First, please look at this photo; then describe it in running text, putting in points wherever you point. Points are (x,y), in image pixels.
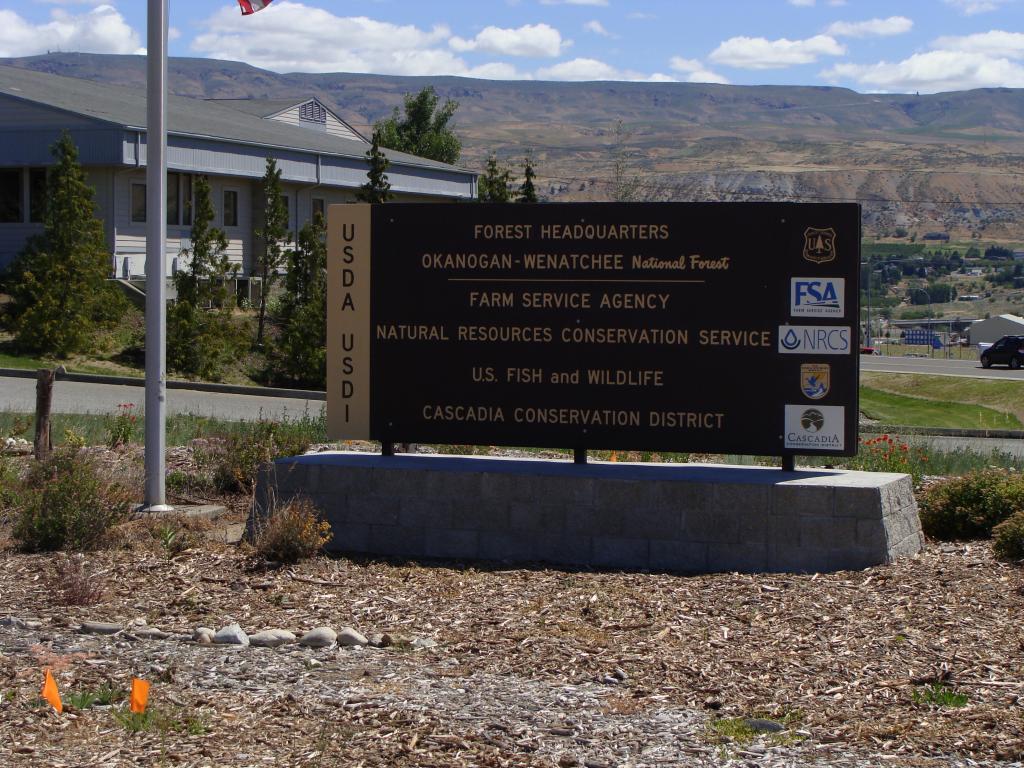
In this image, there is an outside view. There is a board (521,291) in the middle of the image (521,291). There is a building (228,156) in the top left of the image (231,201). There is a pole (151,449) on the left side of the image (157,178). There is a sky (609,75) at the top of the image (607,78).
